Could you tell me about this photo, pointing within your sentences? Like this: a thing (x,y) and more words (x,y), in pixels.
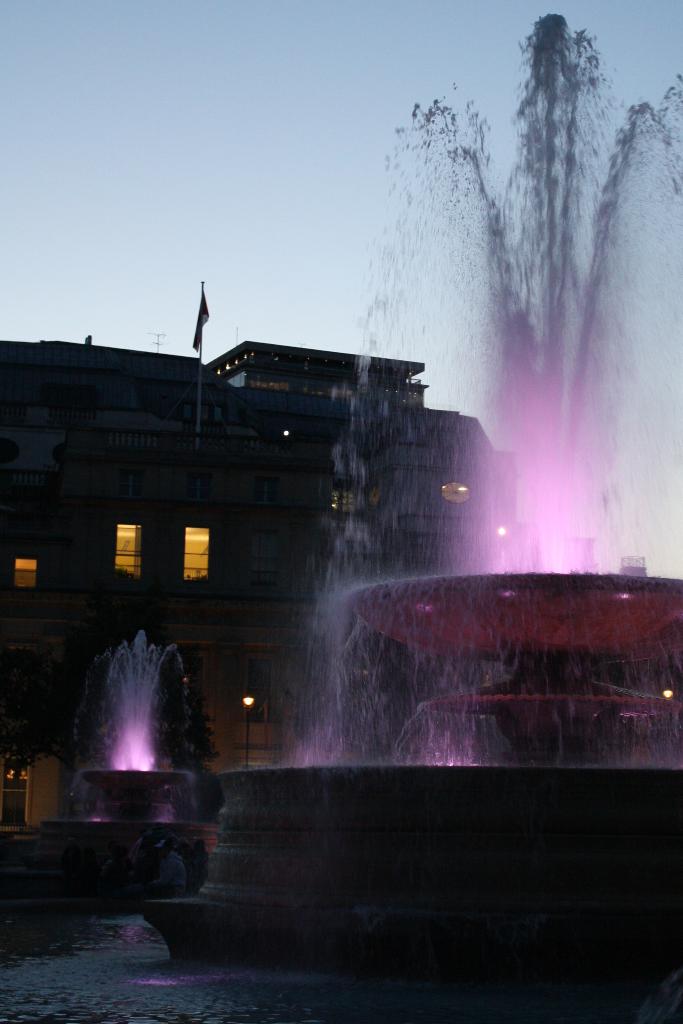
In this image there is a fountain (315,728) in the middle (336,635). In the background (187,528) there is a building (224,494). Above the building (220,480) there is a flag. At the top (257,54) there is the sky (286,31). We can see there is a pink color light (557,552) in the middle of the podium (537,635).
